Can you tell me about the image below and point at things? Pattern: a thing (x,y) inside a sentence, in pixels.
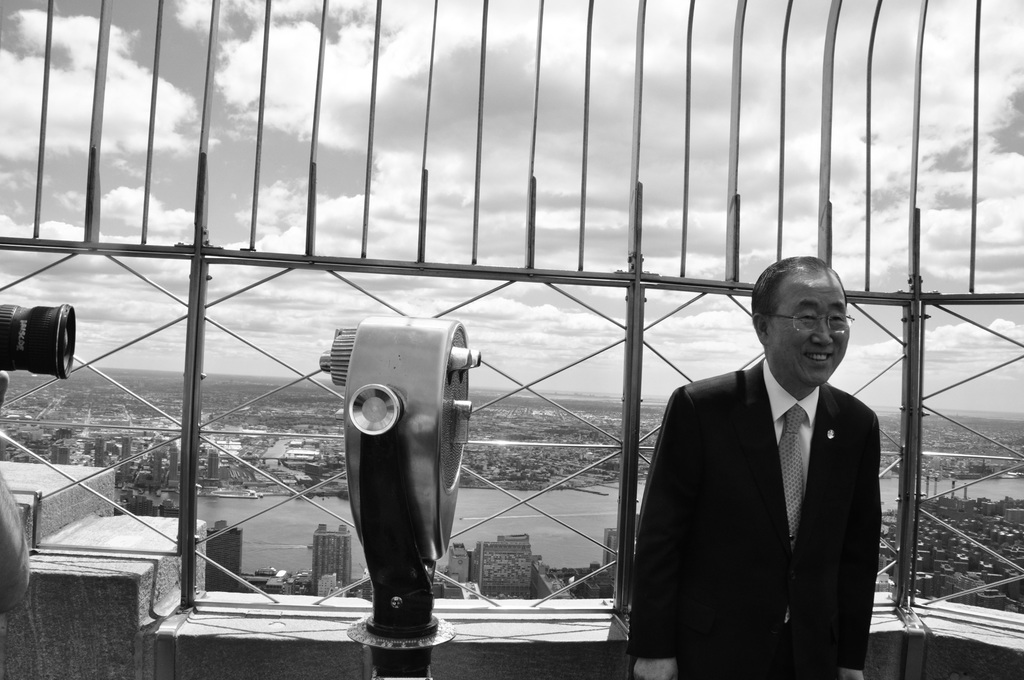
In this picture we can see a man (701,460), camera (48,327), railing (73,423) and some objects (397,475). In the background (312,505) we can see buildings (326,559), water (468,514) and the sky (495,239) with clouds (580,158).
